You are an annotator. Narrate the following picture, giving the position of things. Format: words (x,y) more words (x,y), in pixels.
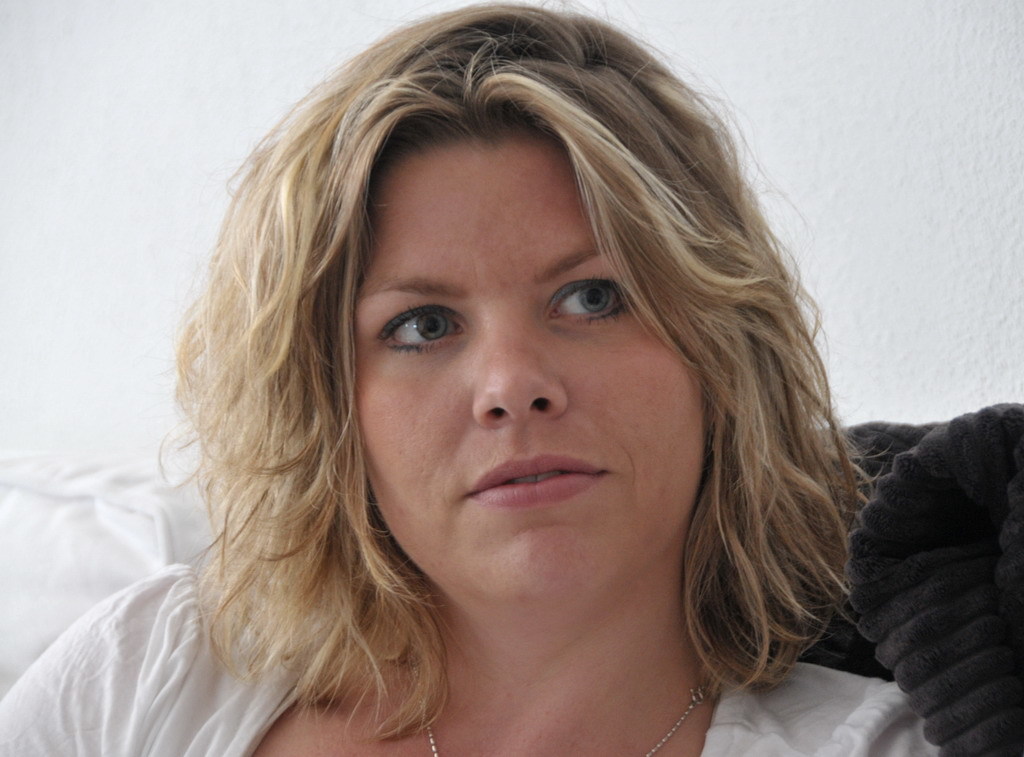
In this image we can see a person (468,510) and an object (973,481). In the background of the image (940,207) there is a white background (978,82).
